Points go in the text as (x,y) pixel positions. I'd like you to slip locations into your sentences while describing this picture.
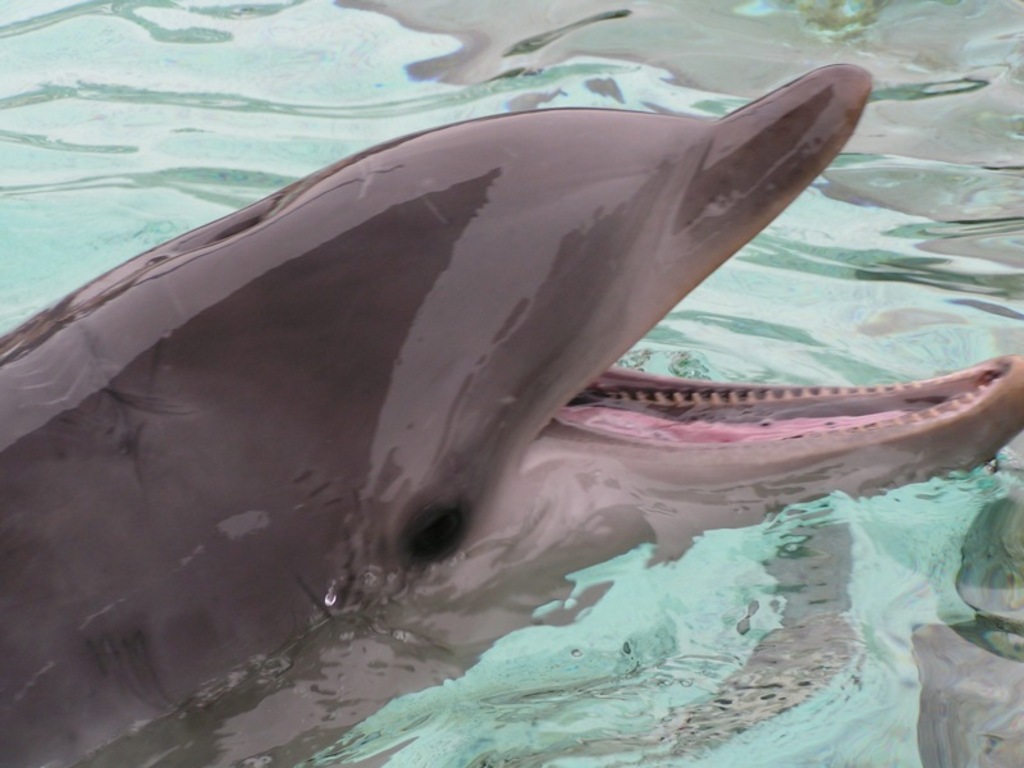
In the picture we can see a dolphin (710,463) and water (684,87).
